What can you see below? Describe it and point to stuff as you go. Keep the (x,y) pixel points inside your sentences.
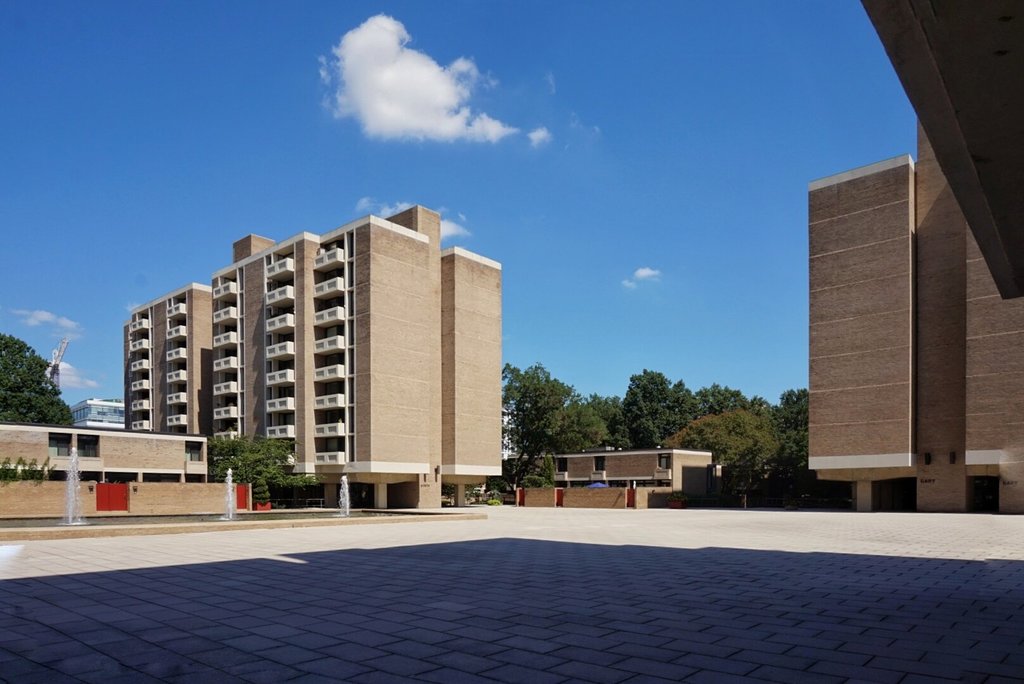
In this picture we can see buildings (671,461), trees (16,347), windows (87,448), water (120,518) and in the background (276,110) we can see the sky (483,180) with clouds (397,87).
